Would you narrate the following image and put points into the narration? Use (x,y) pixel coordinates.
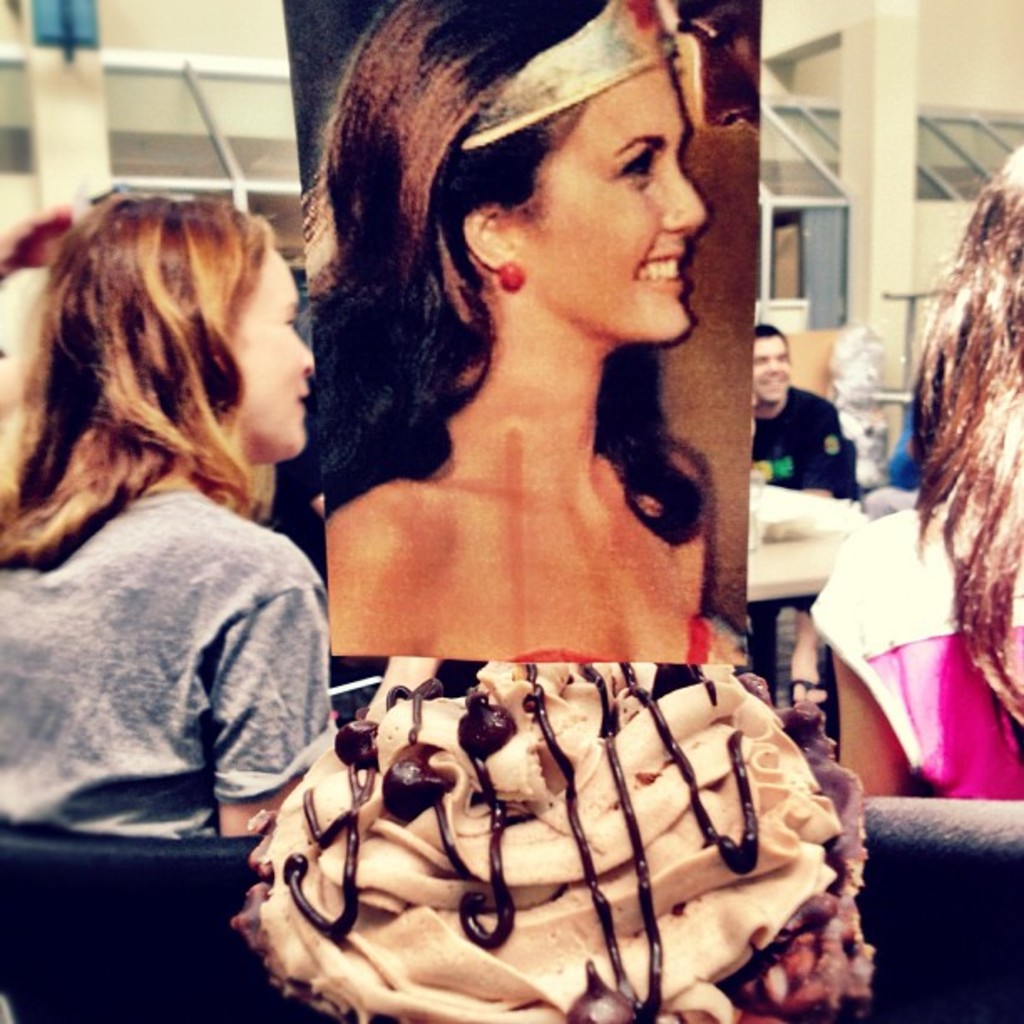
In this image we can see persons (274,572) sitting on the chairs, advertisement board (479,256) with a woman picture (555,147) on it, dessert (619,788), iron grills (955,154) and walls (911,154).
